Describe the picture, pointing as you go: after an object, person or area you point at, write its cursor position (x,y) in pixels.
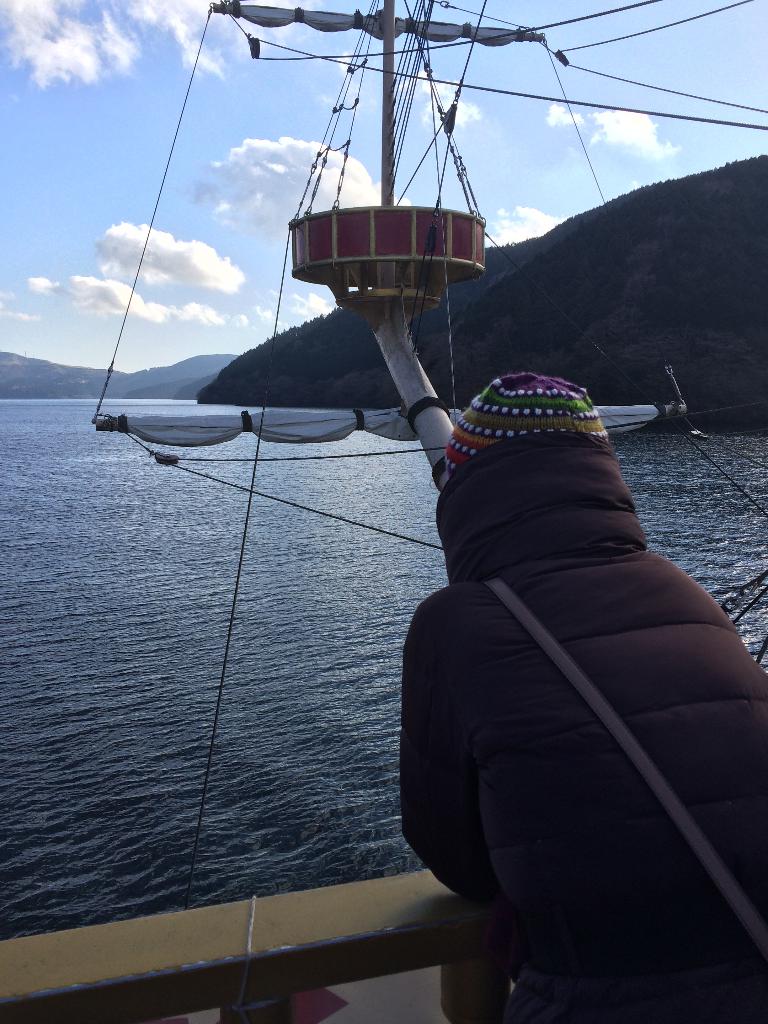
In the picture I can see sweater (582,808) and cap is standing in the boat (429,979) which is floating in the water (238,885). Here I can see ropes (237,486), I can see hills (736,328) and the sky (426,129) with clouds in the background (324,62).
